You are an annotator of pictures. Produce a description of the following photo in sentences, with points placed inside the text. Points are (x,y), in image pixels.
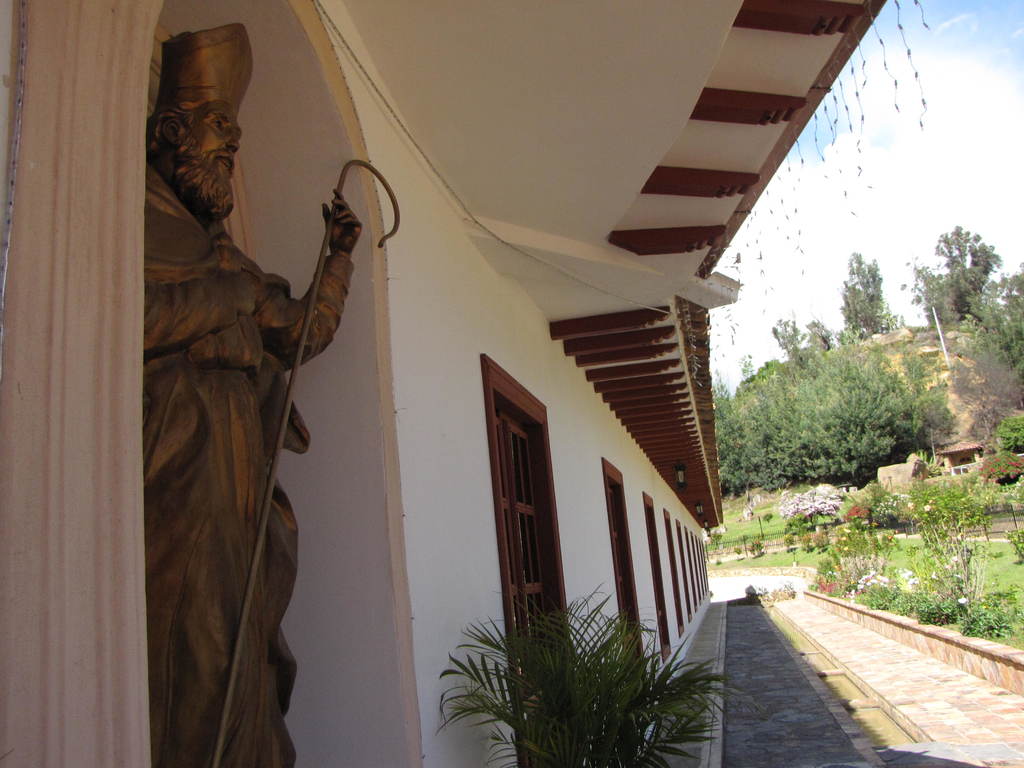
We can see statue (231,521) and building (693,609). We can see plants (886,504) and grass (1023,616). In the background (823,454) we can see trees (1007,344), pole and sky (900,157).
